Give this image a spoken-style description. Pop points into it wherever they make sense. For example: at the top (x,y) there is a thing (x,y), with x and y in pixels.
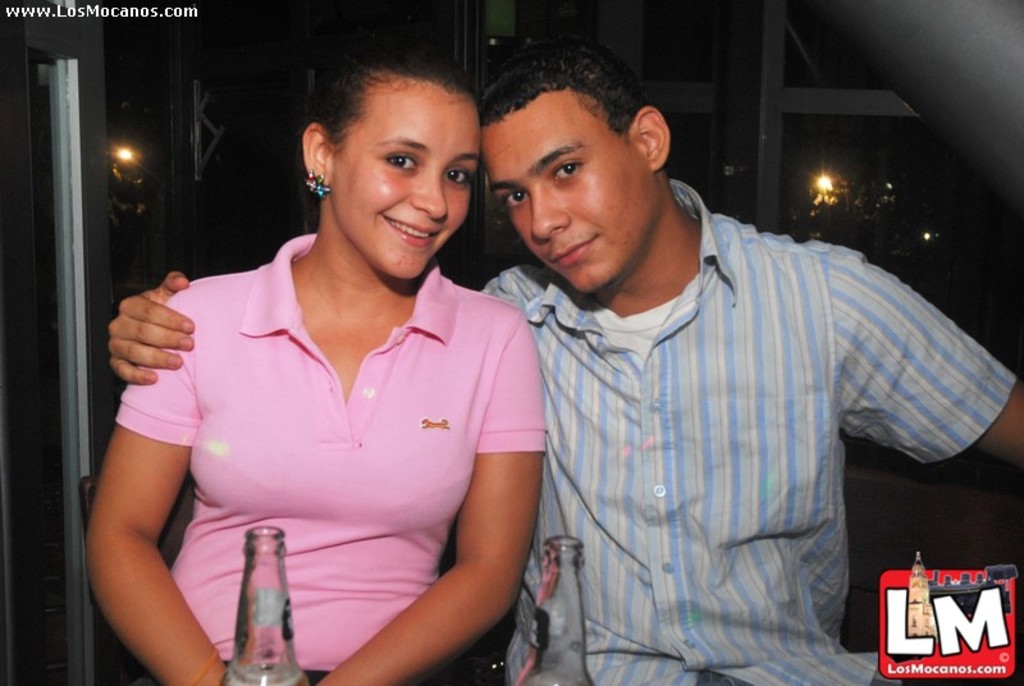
In this image we can see two persons (441,486) sitting and there are two bottles (551,630) in front of them.
